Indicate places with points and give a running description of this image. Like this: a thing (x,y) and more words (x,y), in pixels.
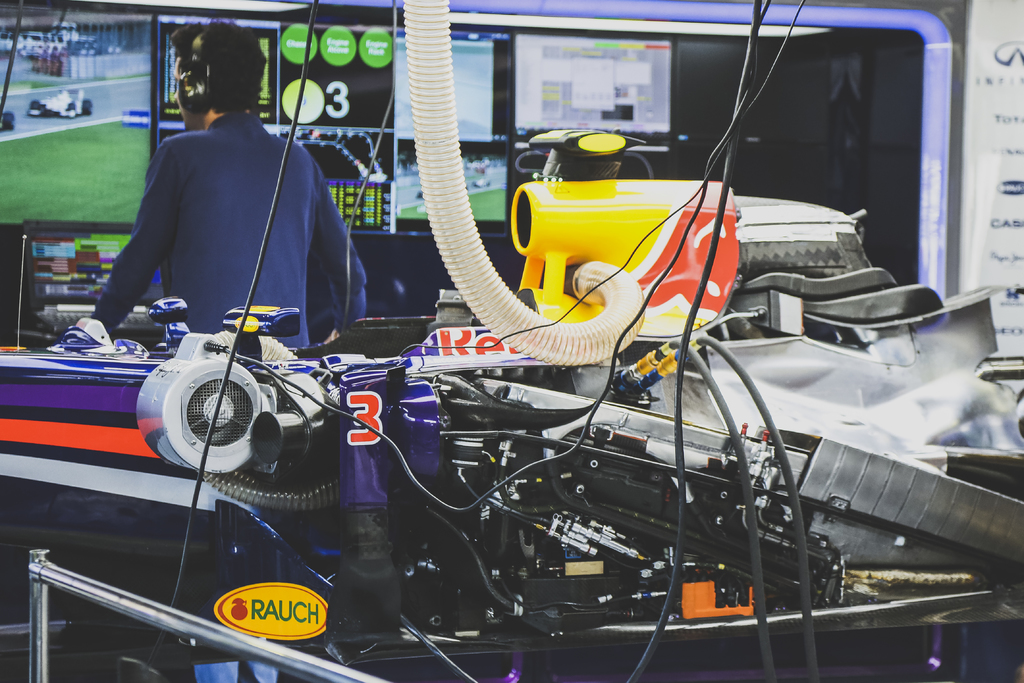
In this picture we can see a vehicle (492,440), in the background (495,117) we can find few digital screens (290,126) and a man (277,175), he wore headphones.
